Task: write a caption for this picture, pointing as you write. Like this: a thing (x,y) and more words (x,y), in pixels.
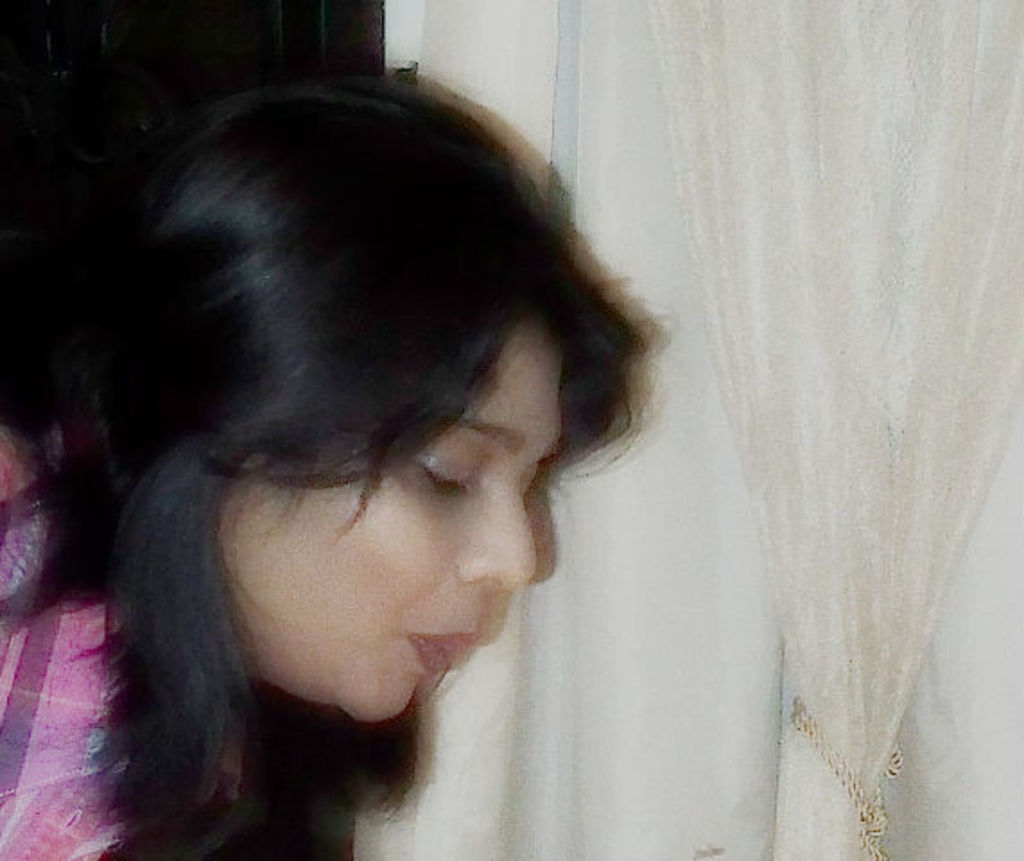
In this picture we can observe a woman (311,435). She is wearing pink color dress (39,679). There is a curtain (724,506) on the right side (810,460) which is in white color.
